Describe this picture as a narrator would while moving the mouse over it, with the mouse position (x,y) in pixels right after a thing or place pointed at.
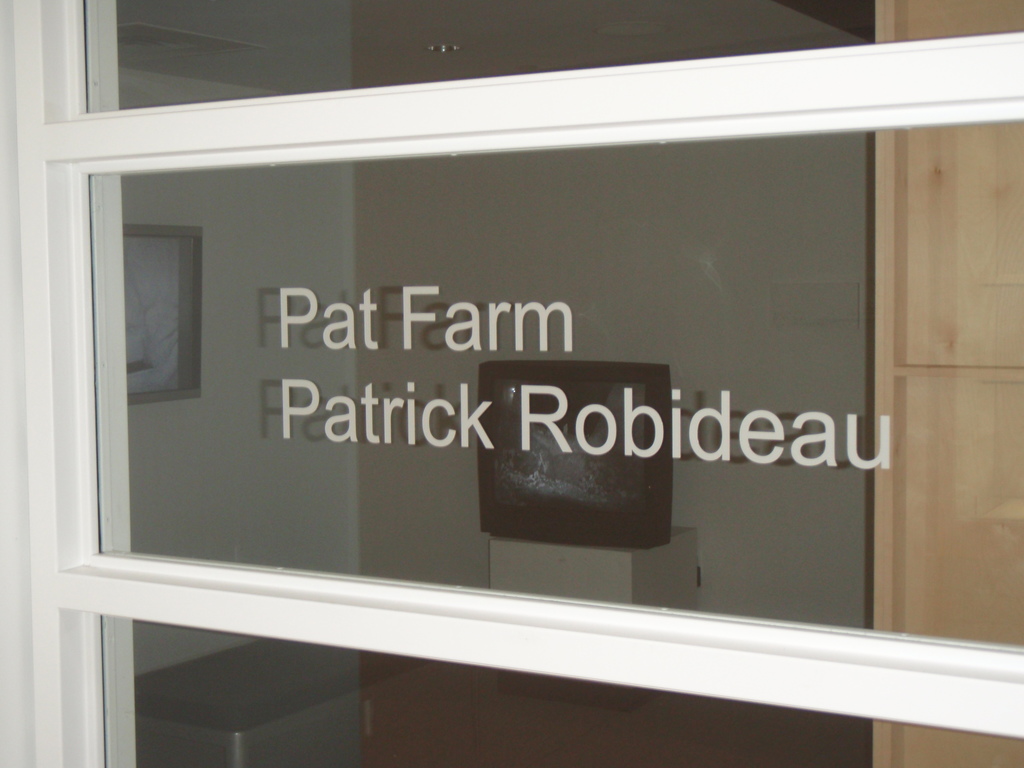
In this picture we can see a glass (282,410) with some text (486,301) on it, frame (139,228) on the wall (316,270) and an object (547,488) on a platform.
